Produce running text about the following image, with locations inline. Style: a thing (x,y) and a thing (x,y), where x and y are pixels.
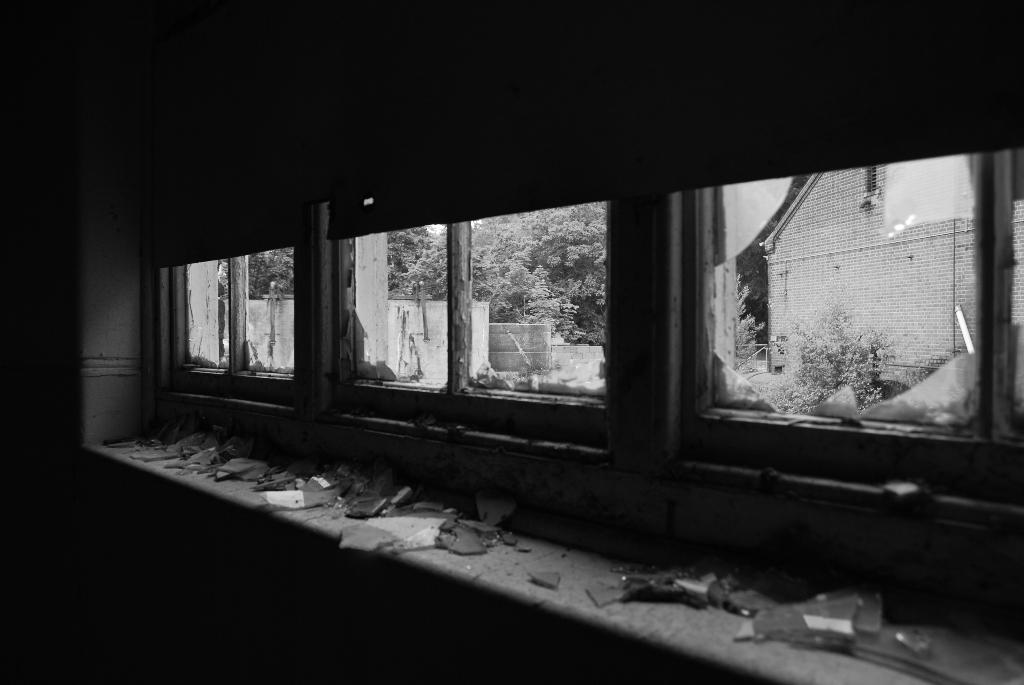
In the foreground of this black and white dark image, there are broken glass pieces (853,623) near a window (938,189). In the middle (369,427), there are few windows (935,176). In the background (843,266), there is a building (867,322), trees (534,253) and it seems like there are walls (423,330).
